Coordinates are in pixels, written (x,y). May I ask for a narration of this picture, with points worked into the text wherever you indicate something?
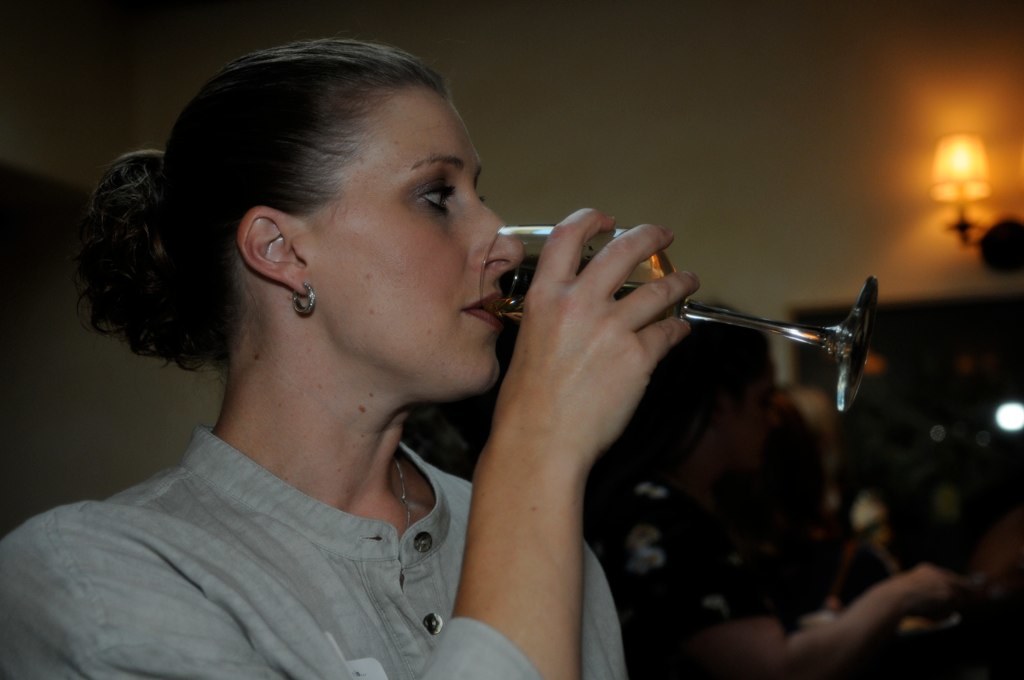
In this image I see a woman (363,398) who is holding a glass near to her mouth (474,310) and I see that she is wearing white color top (268,533). In the background (649,619) I see a person (648,552) over here and I see the light (950,192) on the wall (659,91) and it is blurred over here.
